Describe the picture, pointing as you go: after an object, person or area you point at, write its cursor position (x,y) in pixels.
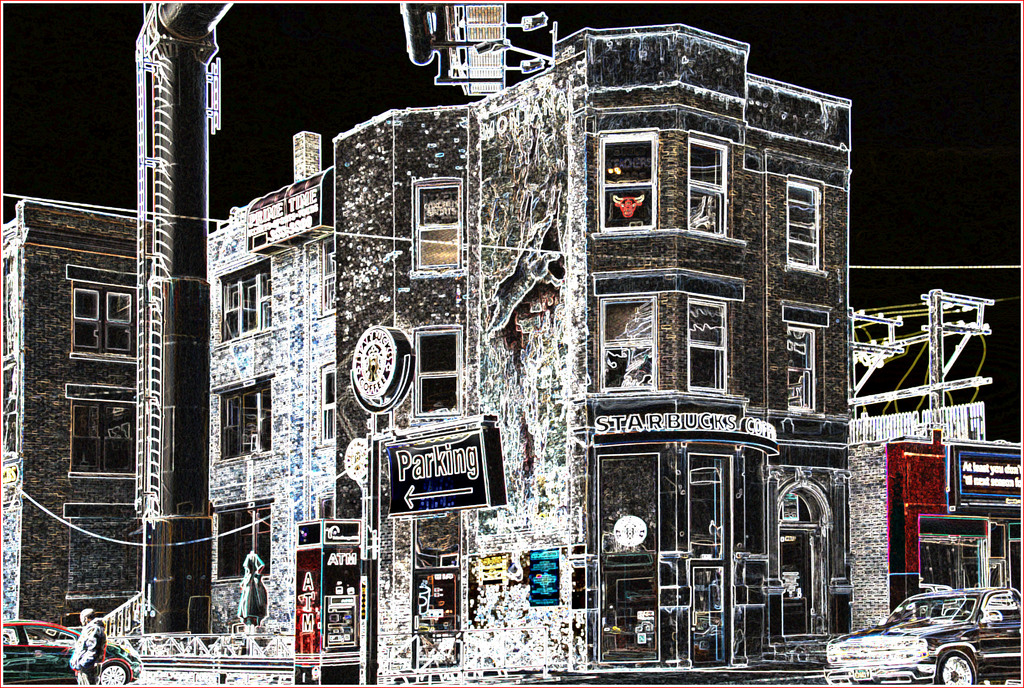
It is an edited image there are some buildings (510,229) and under the buildings (625,427) there are stores (666,519), cafes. There is a parking board (391,486) and in the foreground (6,664) there are vehicles (846,661) and on the left side (104,648) there is a man (84,642) standing beside the vehicle (67,645).
